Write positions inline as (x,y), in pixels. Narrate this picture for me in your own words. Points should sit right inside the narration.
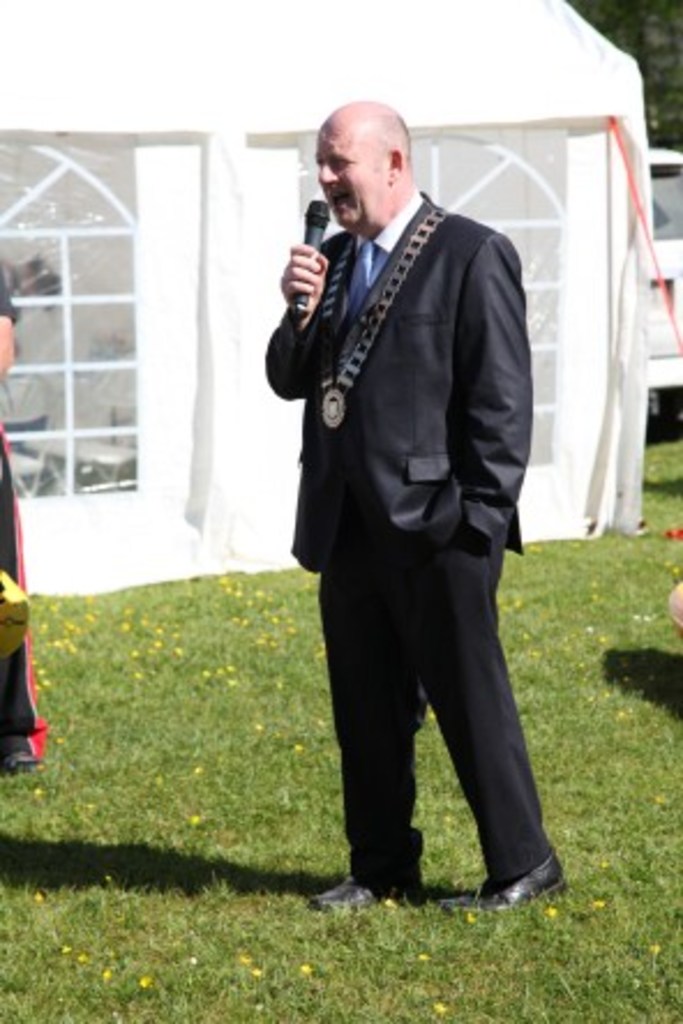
In the center of the image (347,545), we can see a person (356,364) standing and holding a mic (320,251) and wearing a chain (344,372). In the background (53,111), there is a tent (558,170) and we can see a vehicle (651,417) and some other people (6,478). At the bottom (259,913), there is ground (163,896).
